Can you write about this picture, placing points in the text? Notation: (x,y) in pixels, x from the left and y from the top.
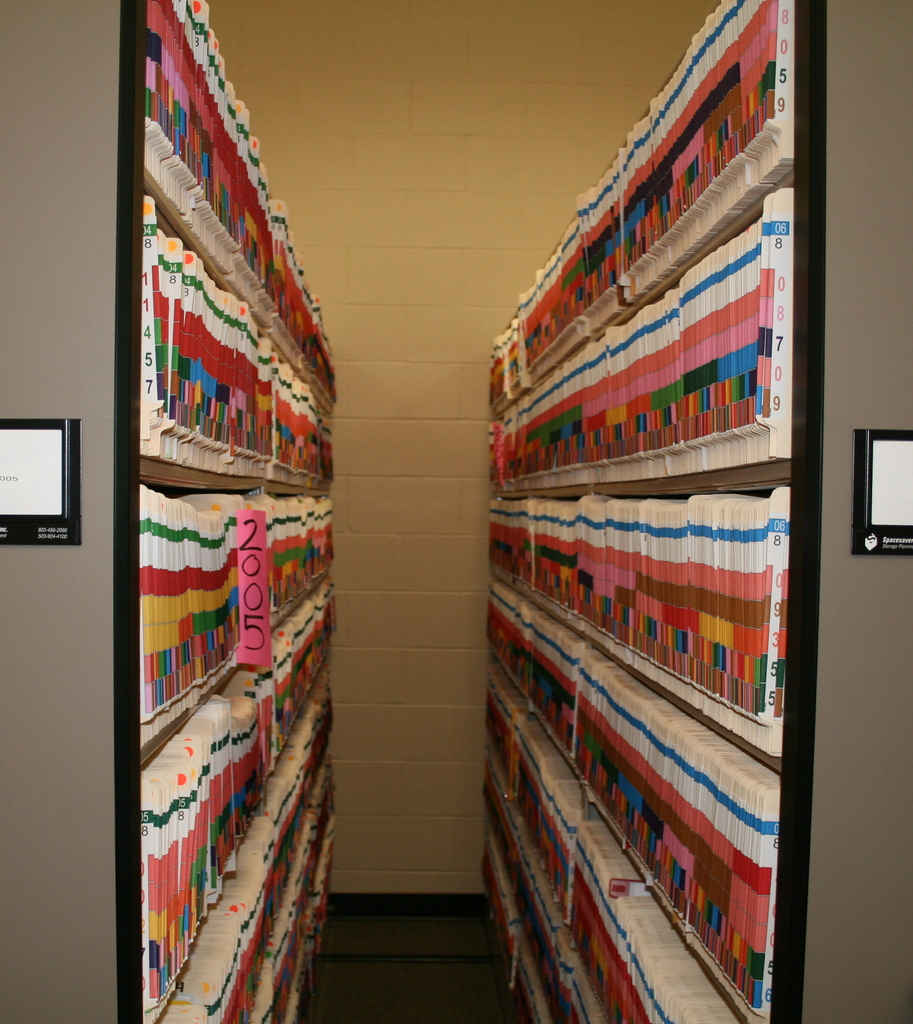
On either side of the picture, we see the signs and the racks (798,493) in which many files (610,743) are placed. Beside that, we see a pink chart (256,521) with numbers (256,549) written on it. In the background (475,587), we see a beige wall (378,206). This picture might be clicked indoors.
